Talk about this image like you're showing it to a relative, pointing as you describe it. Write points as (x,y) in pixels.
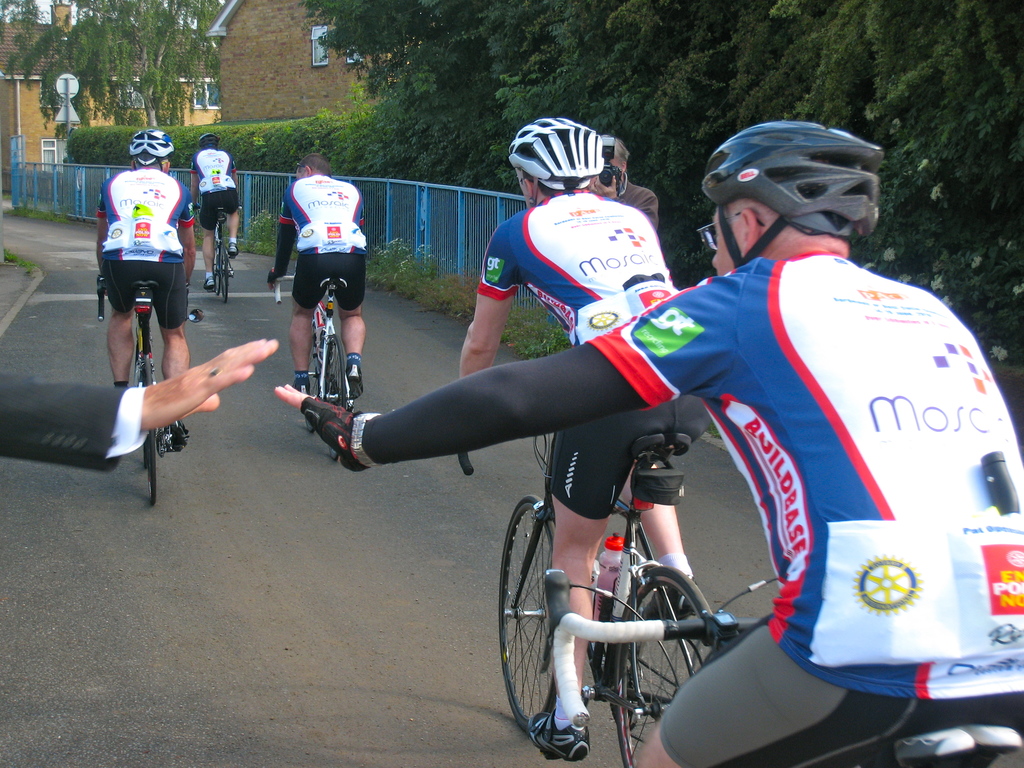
In this image I can see few people (834,447) riding a bicycle (215,253). In the background (784,58) there are trees (495,105) and buildings (27,128).
